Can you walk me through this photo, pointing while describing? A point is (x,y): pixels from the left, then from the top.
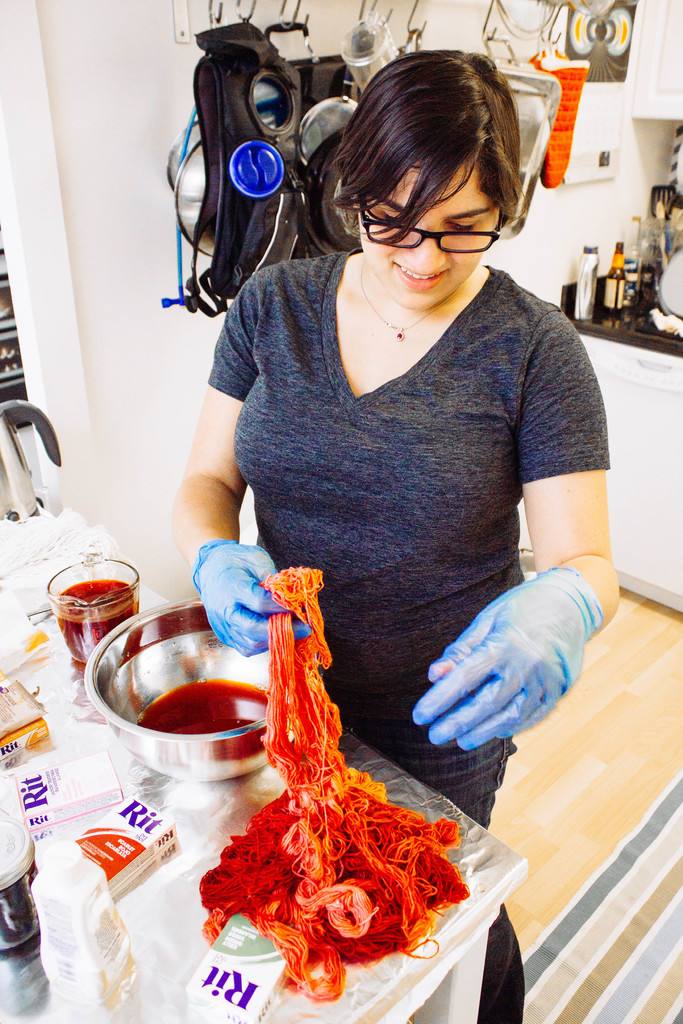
In this image we can see a lady (502,663) standing wearing gloves (221,560). She is holding some object (296,825) in her hand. There is a table (302,1017) on which there is a bowl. There are objects (31,739). In the background of the image (140,263) there is wall (159,229). There are objects (198,39) hanged. To the right side of the image (673,340) there is a platform (638,320) on which there are bottles (634,275).
